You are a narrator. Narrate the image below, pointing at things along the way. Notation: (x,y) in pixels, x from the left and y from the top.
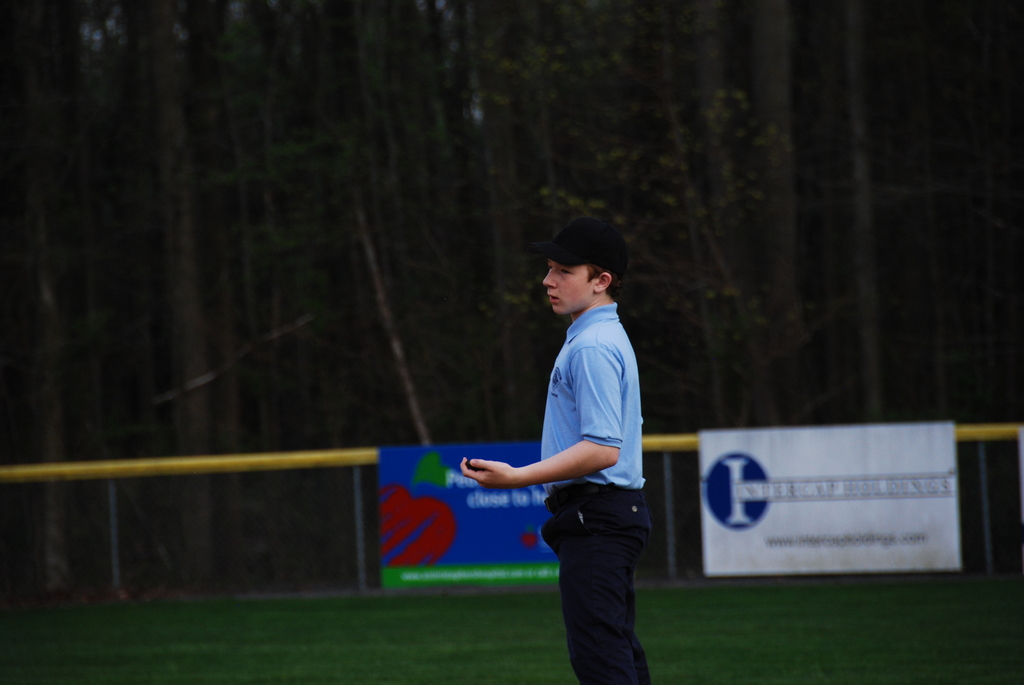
In the image there is a person (579,556) standing in a ground (804,605) and behind him there is a yellow rod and there are two banners (540,486) kept in front of that rod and behind the banners (488,516) there are tall trees (602,194).
